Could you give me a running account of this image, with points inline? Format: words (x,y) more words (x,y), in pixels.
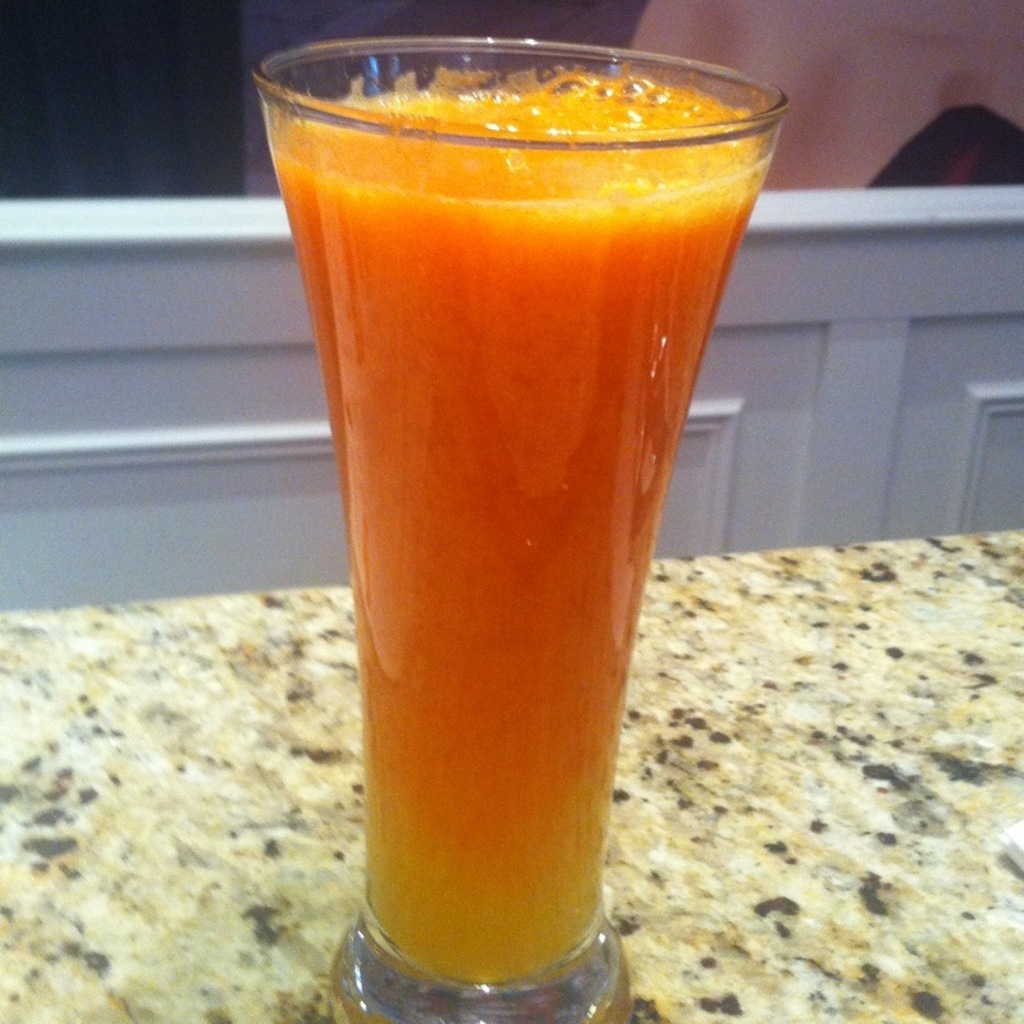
In this image we can see a glass (395,229) filled with juice (475,191), which is placed on a table (733,767).
